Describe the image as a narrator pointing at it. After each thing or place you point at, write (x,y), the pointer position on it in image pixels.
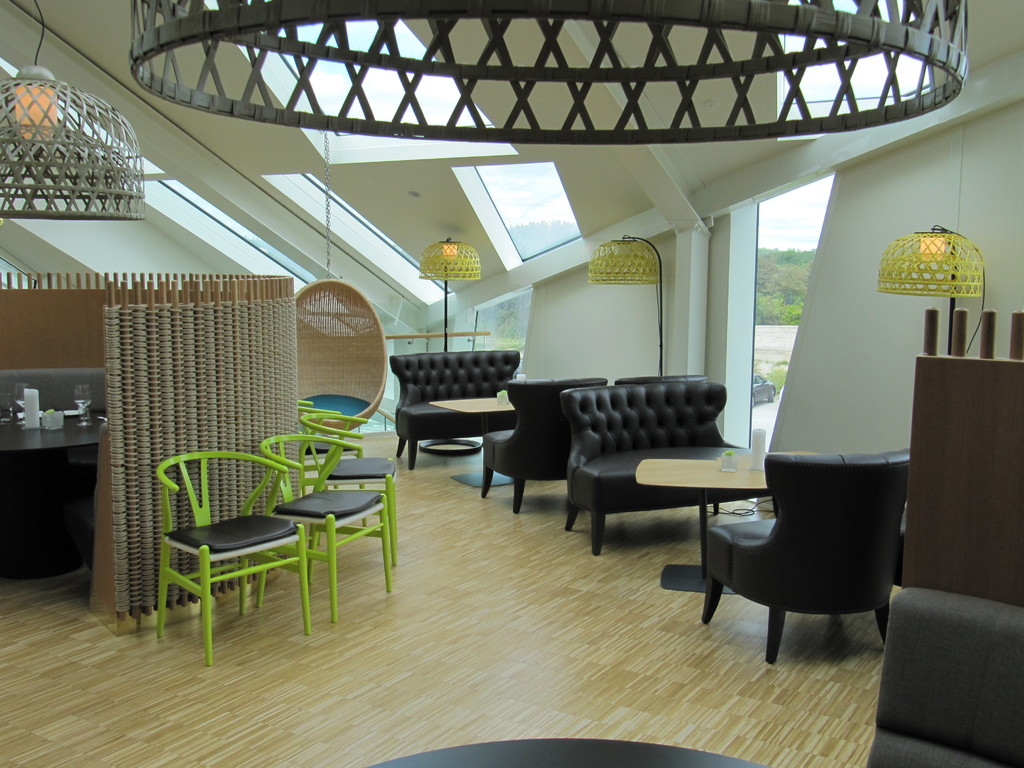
This picture is taken inside the room (481,397). In this image there are tables (675,469) in the middle (647,458) and there are sofas (672,449) around the table (704,478). On the left side (309,497) there are chairs (292,497) on the wooden floor (326,650). At the top (74,136) there are lights (54,114). On the right side (921,253) there are lights (924,281) beside the table (687,470).
